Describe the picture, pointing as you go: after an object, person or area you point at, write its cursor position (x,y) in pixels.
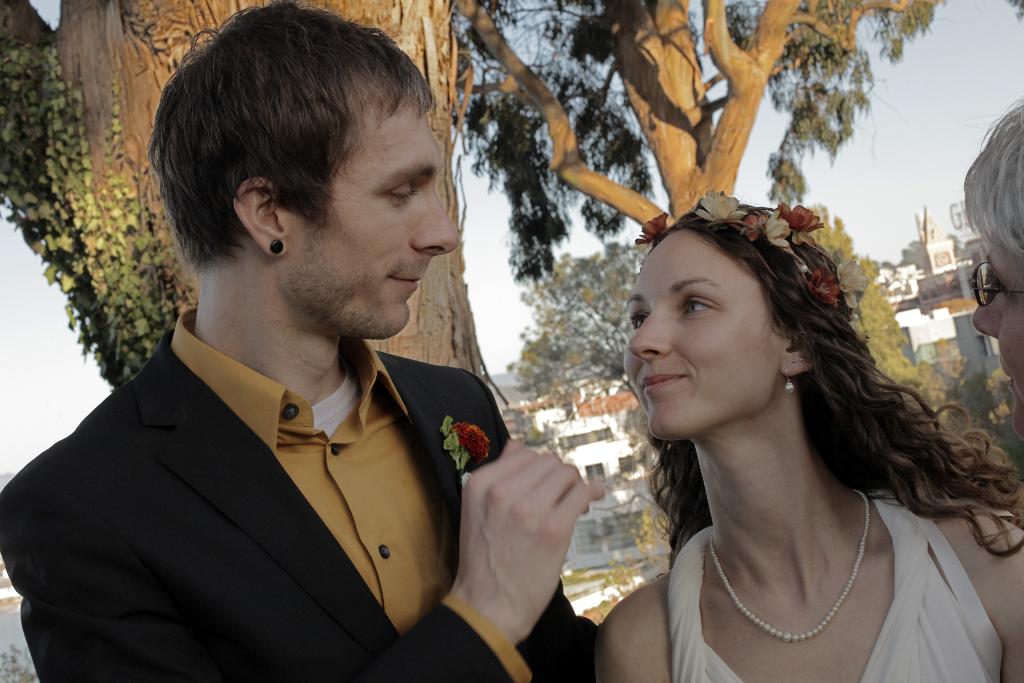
In this image there is a couple (723,501) in the middle (367,294). There is a man (539,485) on the left side (284,450) and a woman (784,458) on the right side (844,493) is having a flower wreath (743,218). In the background (541,193) there are trees (573,262) and buildings (596,390).
